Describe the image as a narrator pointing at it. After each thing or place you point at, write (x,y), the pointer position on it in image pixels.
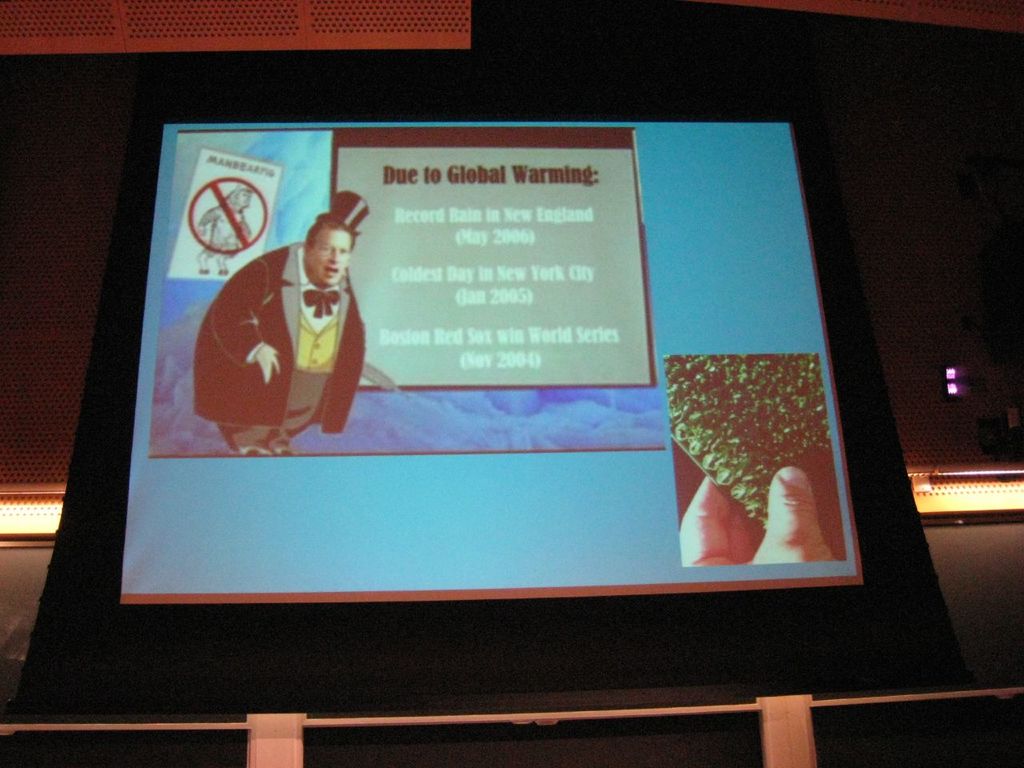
In this image there is a screen (244,479) on which there is a caution board (224,245) and there is a man (264,350) standing beside it. At the bottom (28,514) there are lights (38,526).
